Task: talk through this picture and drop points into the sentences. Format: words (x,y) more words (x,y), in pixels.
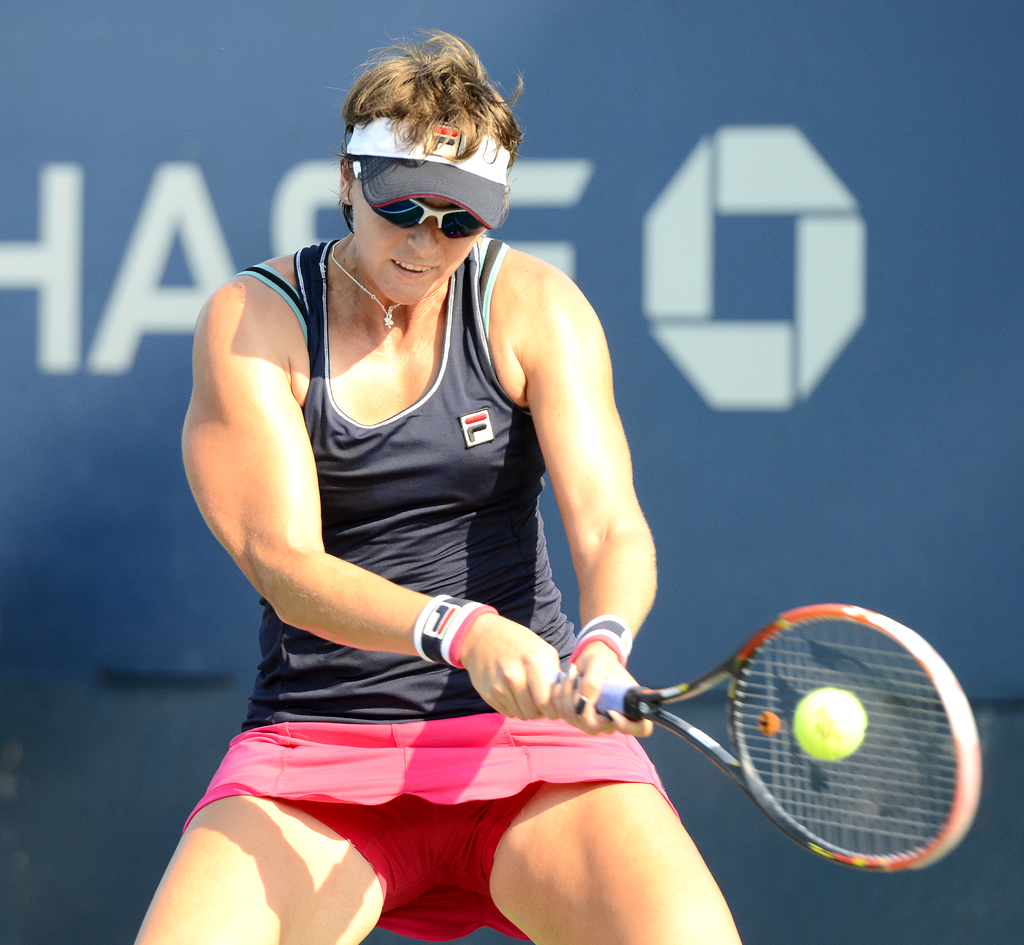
Here we can see that a woman (511,163) is standing, and holding a racket (753,682) in her hands (635,729) and playing.
